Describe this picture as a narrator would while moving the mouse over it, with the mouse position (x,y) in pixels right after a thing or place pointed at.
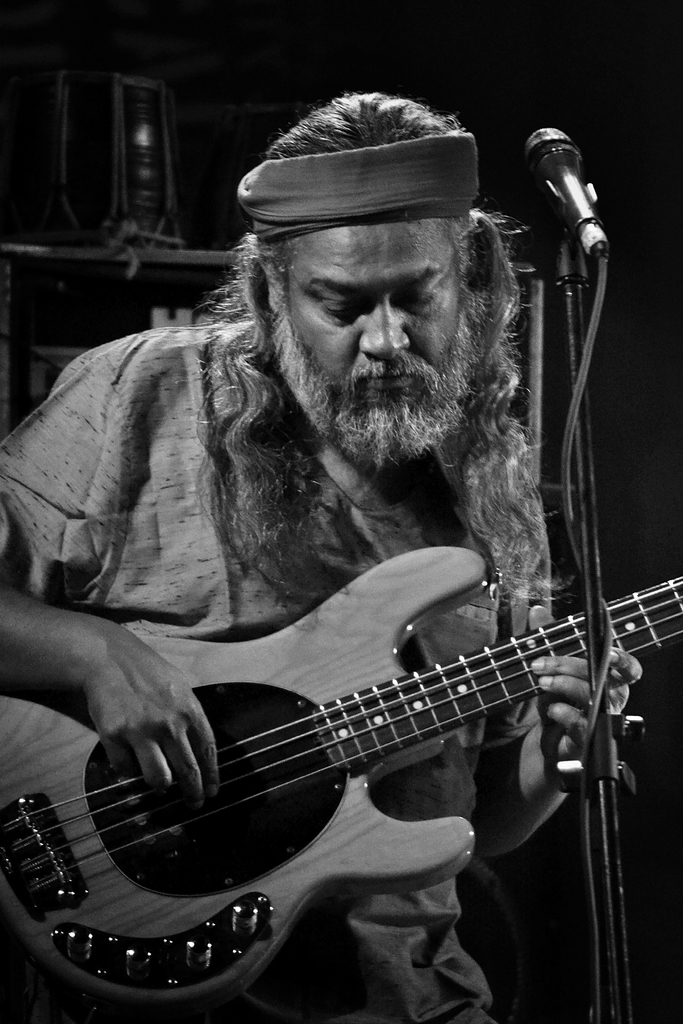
In this picture we can see a man (209,602) is playing guitar (391,641) in front of microphone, in the background (92,204) we can find couple of musical instruments (134,184).
